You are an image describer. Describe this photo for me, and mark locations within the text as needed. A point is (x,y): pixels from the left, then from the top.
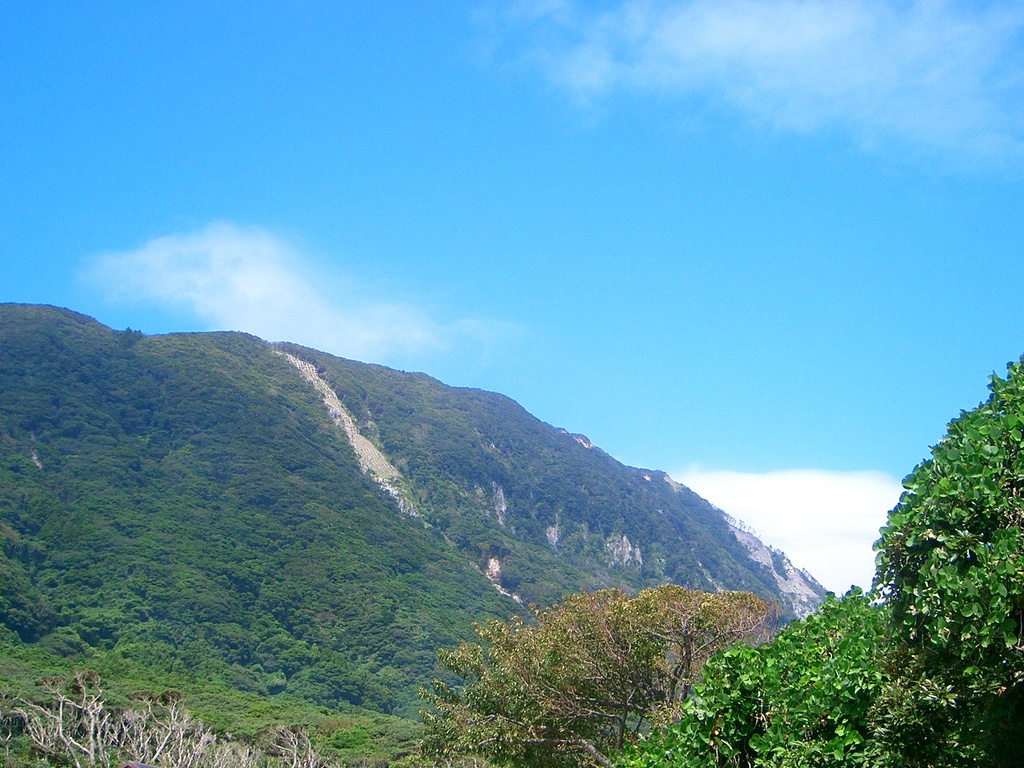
In this image we can see hills (271,511), trees (488,533), plants (994,533) and we can also see the sky (463,190).
